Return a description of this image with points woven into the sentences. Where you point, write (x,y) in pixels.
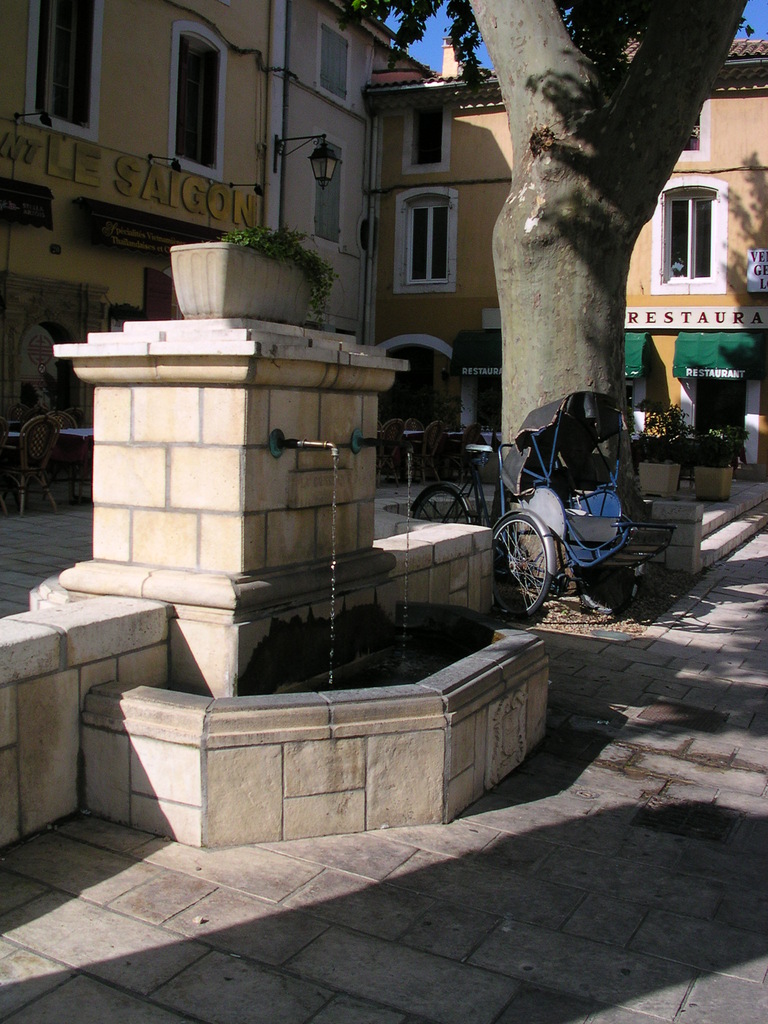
In this image I can see a wall (83,714) which is made of bricks (138,476), few taps (296,444) to the wall (338,447) and water (336,469) coming out of them. I can see a bicycle (484,518) and a tree (567,272). In the background (489,331) I can see few buildings (340,187), few windows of the buildings (454,299), a chair (45,492), a table (76,434), few flower pots (720,476) and the sky (751,13).
